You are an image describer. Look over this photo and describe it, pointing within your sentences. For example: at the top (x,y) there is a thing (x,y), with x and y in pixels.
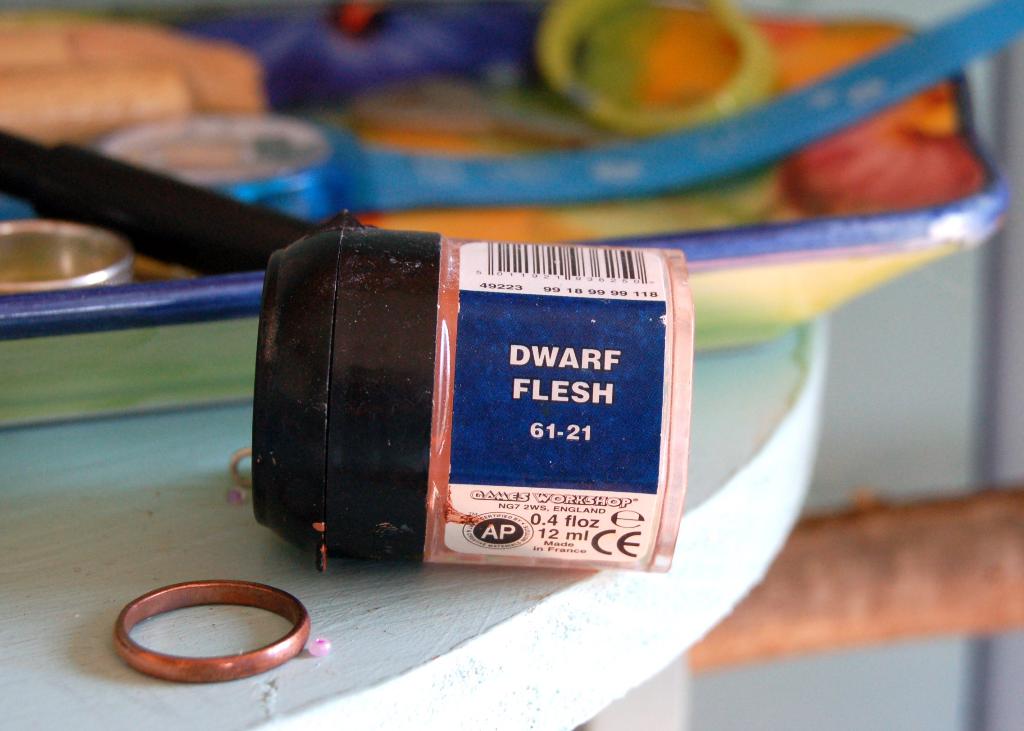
In this image I can see the black and brown color object (328,553) and the sticker (496,428) attached to it. To the side I can see the brown color bangle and tray (211,306) with many objects (532,170). These are on the white color surface (22,701).
